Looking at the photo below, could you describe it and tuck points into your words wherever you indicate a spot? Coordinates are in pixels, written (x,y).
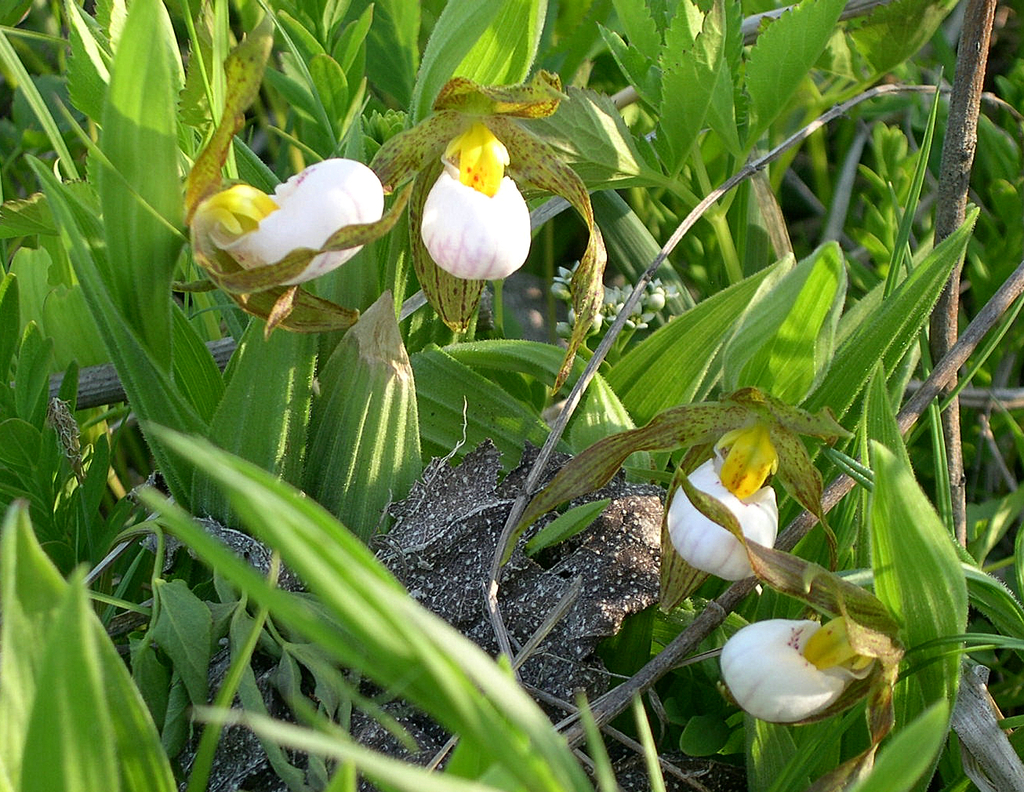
In the foreground of this image (379,228), there are few white color flowers (519,249) to the plants (191,365). We can also see sticks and plants (108,168) in this image.
